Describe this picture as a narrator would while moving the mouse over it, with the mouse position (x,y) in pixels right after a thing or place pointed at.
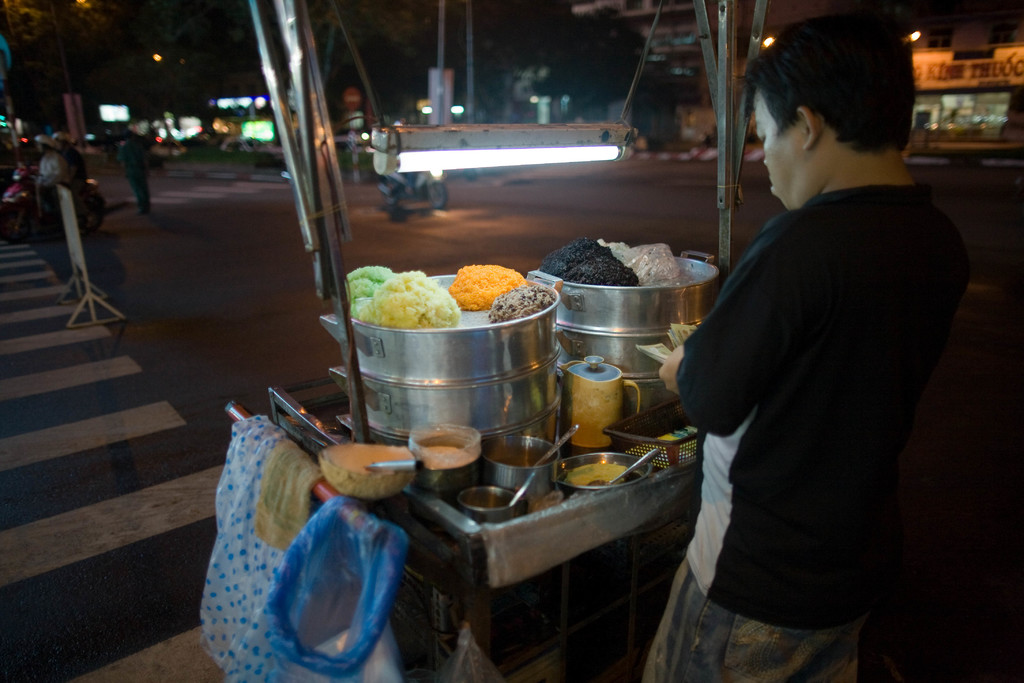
In this image I can see a man (753,394) is standing in the front of him I can see number of utensils (538,365), few boxes (474,441), few colorful things (518,315), few plastic covers (344,634) and a light (410,164). In the background (395,225) I can see few roads (20,416), few vehicles (14,186), few people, number of lights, number of trees (61,112) and few buildings (687,35). On the right side of this image (936,71) I can see a board (953,61) and on it I can see something is written.
